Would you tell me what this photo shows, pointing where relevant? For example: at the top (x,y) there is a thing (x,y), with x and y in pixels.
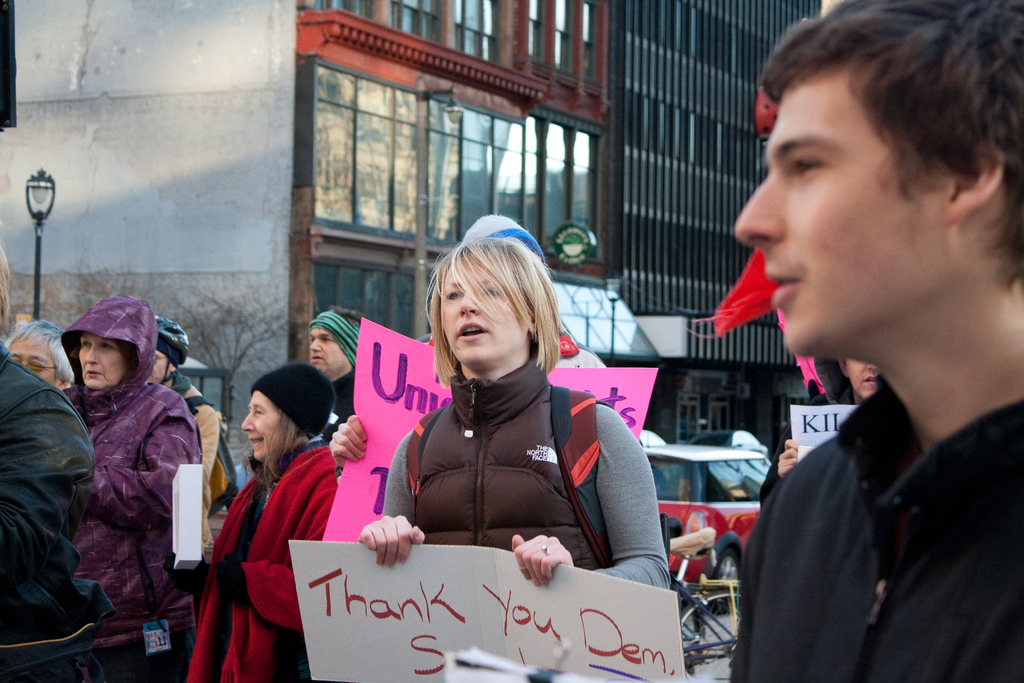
Here in this picture we can see number of people (451,512) standing on the road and protesting, as we can see placards (400,562) in their hands (375,541) and some people (473,473) are shouting something and all of them are wearing jackets (130,511) on them and the woman (518,482) in the middle (563,438) is carrying a bag (564,444) with her and behind them we can see a building (427,261) present and we can also see lamp posts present and we can see bicycles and cars (702,466) present on the road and we can also see trees (212,326) present.
